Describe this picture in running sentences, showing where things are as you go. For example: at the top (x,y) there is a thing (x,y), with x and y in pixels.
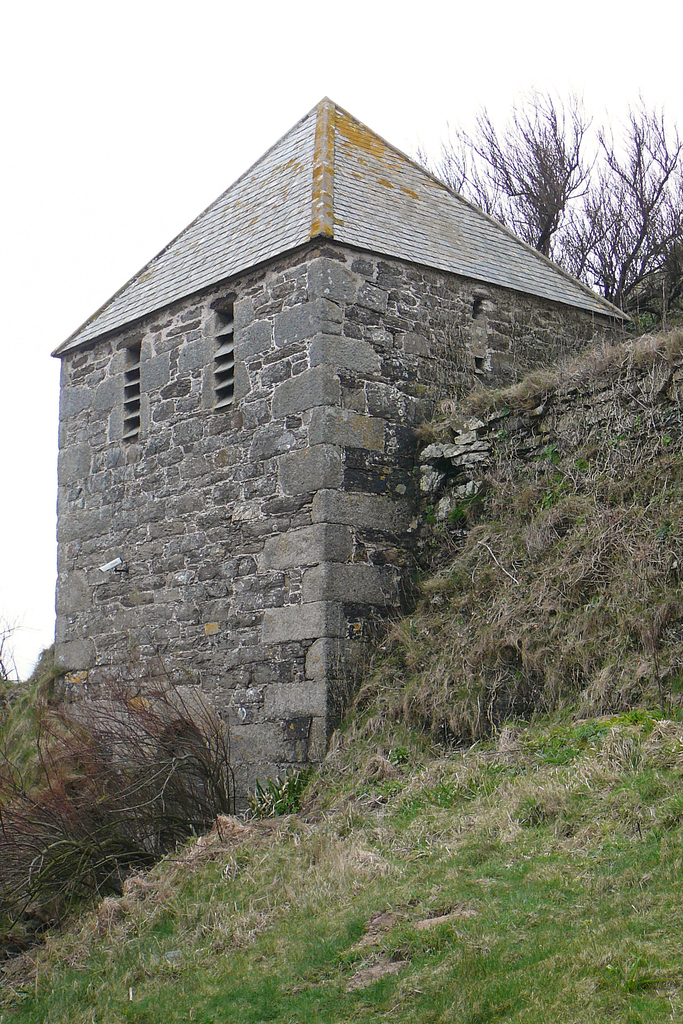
There is a building (294,461) with brick wall (205,501) and ventilation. On the ground (294,858) there is grass (294,858) and plants (282,799). In the back (510,173) there are trees (544,212) and sky (115,160).
